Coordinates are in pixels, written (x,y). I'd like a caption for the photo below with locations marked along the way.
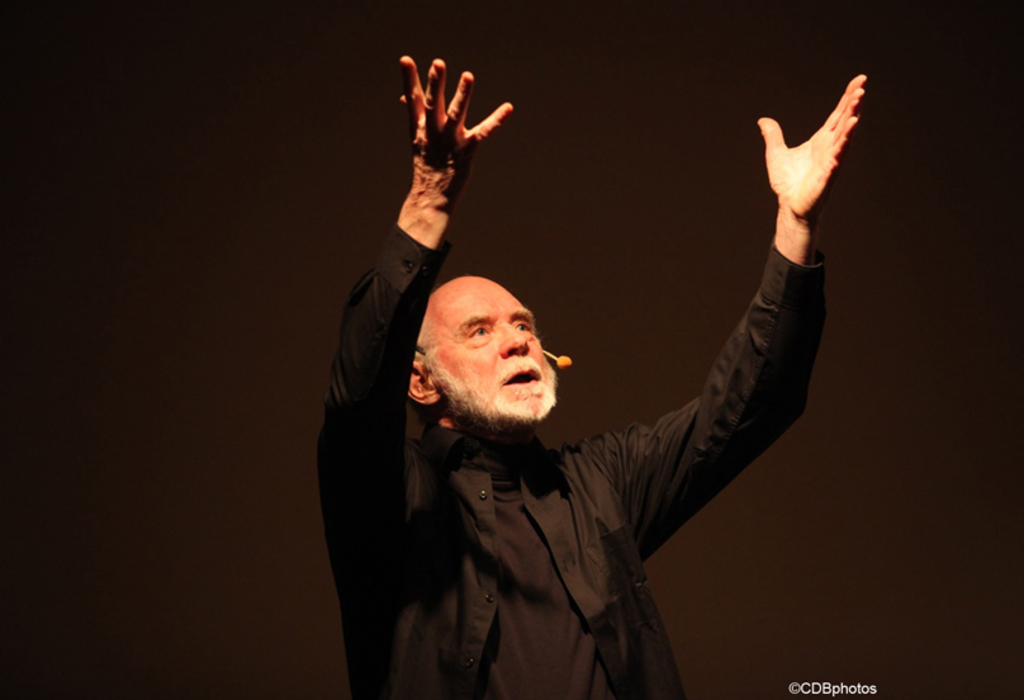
In this image, I can see the man (566,652) standing and raising his hands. He wore a black shirt (541,543). The background (607,104) looks black in color. At the bottom of the image (877,687), this is the watermark (863,693).
